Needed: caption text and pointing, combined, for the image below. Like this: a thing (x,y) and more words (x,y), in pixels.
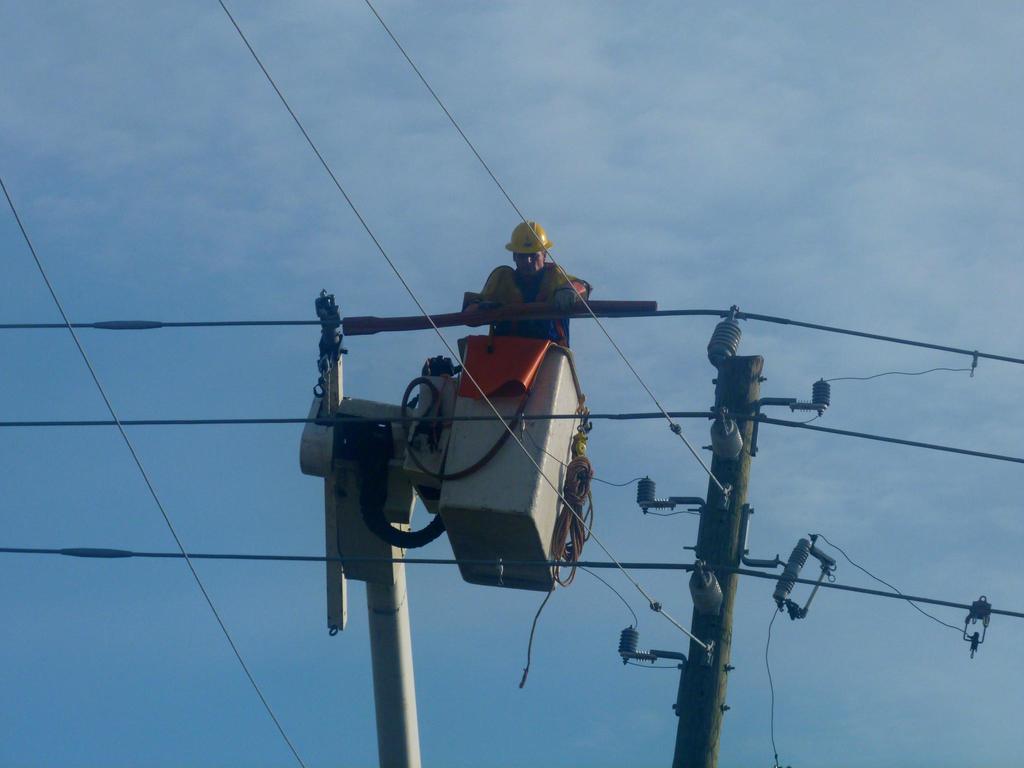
In the foreground of this image (724,540), there is a pole (722,544), cables (553,310) and it seems like a man (553,319) in a crane basket (457,480). In the background (152,223), there is the sky (147,143) and the cloud (203,91).
